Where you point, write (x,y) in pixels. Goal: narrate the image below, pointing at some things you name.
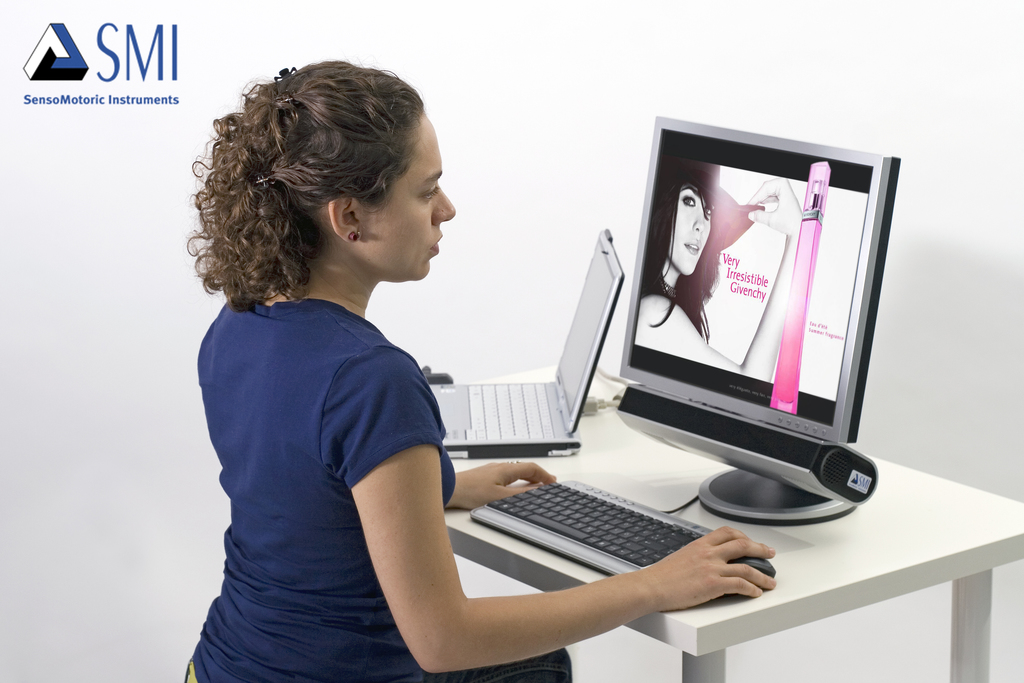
There is lady (367,468) in the picture. She is wearing a blue t shirt (283,478). Her hair (265,286) is brown. In front of her there is a table (873,560). there is a desktop (780,263) on the table (863,552) and a laptop (575,404) is there also. A keyboard (584,510) is attached to the desktop (760,412). Her right hand (697,572) is on the mouse (759,561) of the system (676,280). She is looking at the system (697,296). In the screen (814,236) we can see a girl (682,232) wearing a hat (699,185). Her lips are parted. On the left top corner (146,77) we can see a logo (117,63). It is written SMI SensoMotoric Instruments.
